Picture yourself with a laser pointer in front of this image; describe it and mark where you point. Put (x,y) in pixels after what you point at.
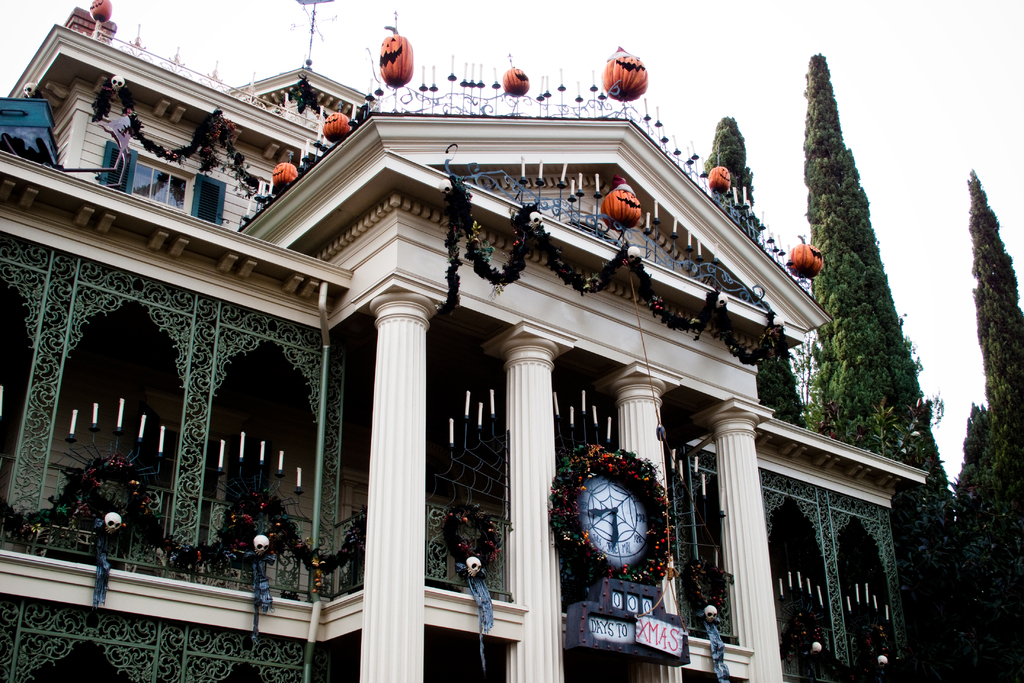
In this picture we can see a clock (590,489) on the building (678,360), in the background (830,395) we can find few trees (868,302), and also we can see few metal rods (540,101).
